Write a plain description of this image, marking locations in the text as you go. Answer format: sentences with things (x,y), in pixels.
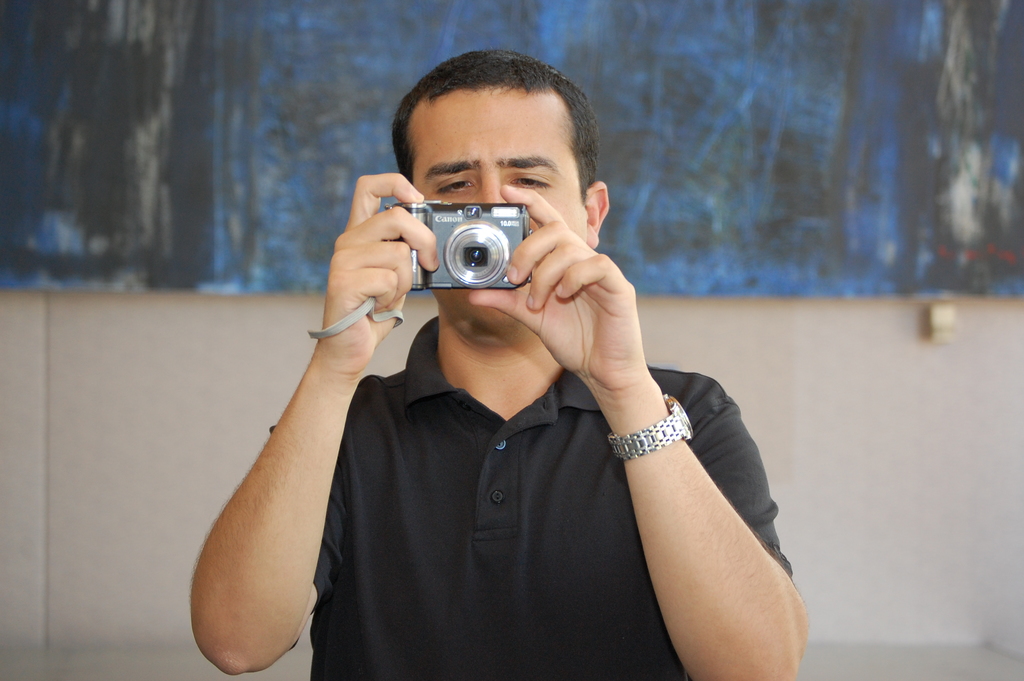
In this image the man (472,336) is standing and holding a camera (449,242).
